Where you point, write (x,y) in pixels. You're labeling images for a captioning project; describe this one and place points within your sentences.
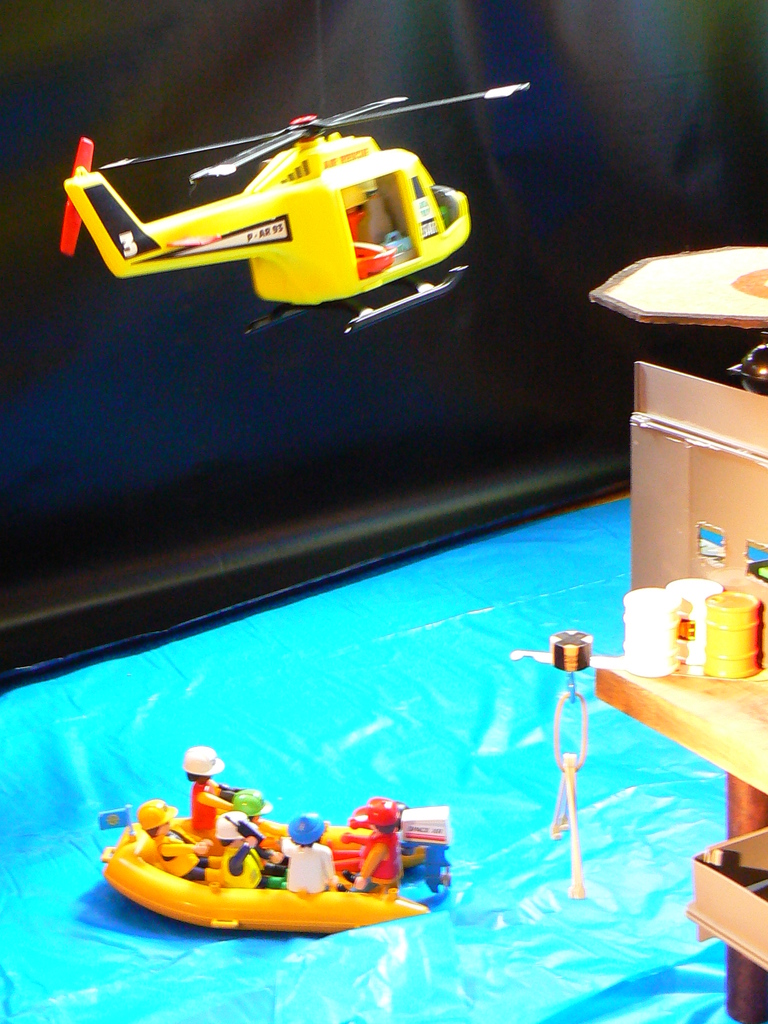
On the right side of this image (707,707) there is a toy building (723,531). At the bottom (220,912) there is a toy boat (239,913) on a blue color sheet (179,960). On the boat (161,876) few people (196,852) are sitting. At the top of the image (282,214) there is a toy helicopter (299,229) flying. In the background (532,276) there is a black color cloth (519,268).
